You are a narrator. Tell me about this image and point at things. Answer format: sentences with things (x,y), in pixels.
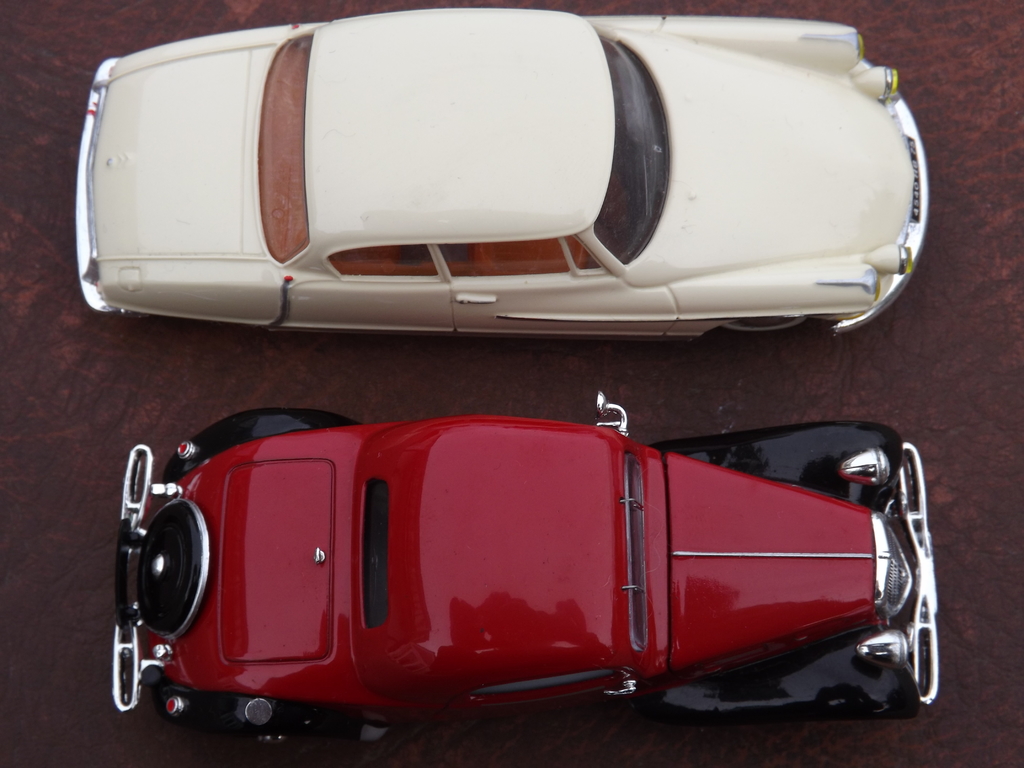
In this image, we can see two cars (796,41) on the ground (255,383).
